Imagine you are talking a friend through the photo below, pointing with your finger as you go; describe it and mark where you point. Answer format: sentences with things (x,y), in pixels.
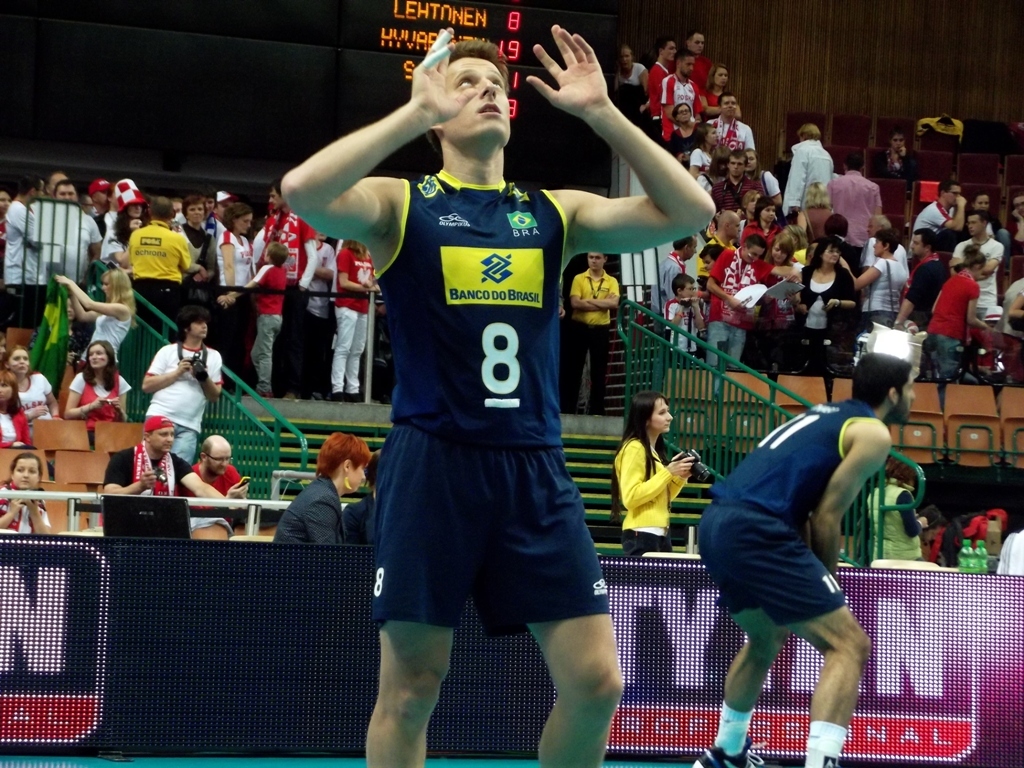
This image consists of man (455,427) wearing a blue jersey (426,356). In the background (28,366), there are many people (909,515). It looks like a indoor stadium (638,591). In the background (348,548), there is a digital screen (122,670). And there are steps (285,467) along with the railing (269,463).
